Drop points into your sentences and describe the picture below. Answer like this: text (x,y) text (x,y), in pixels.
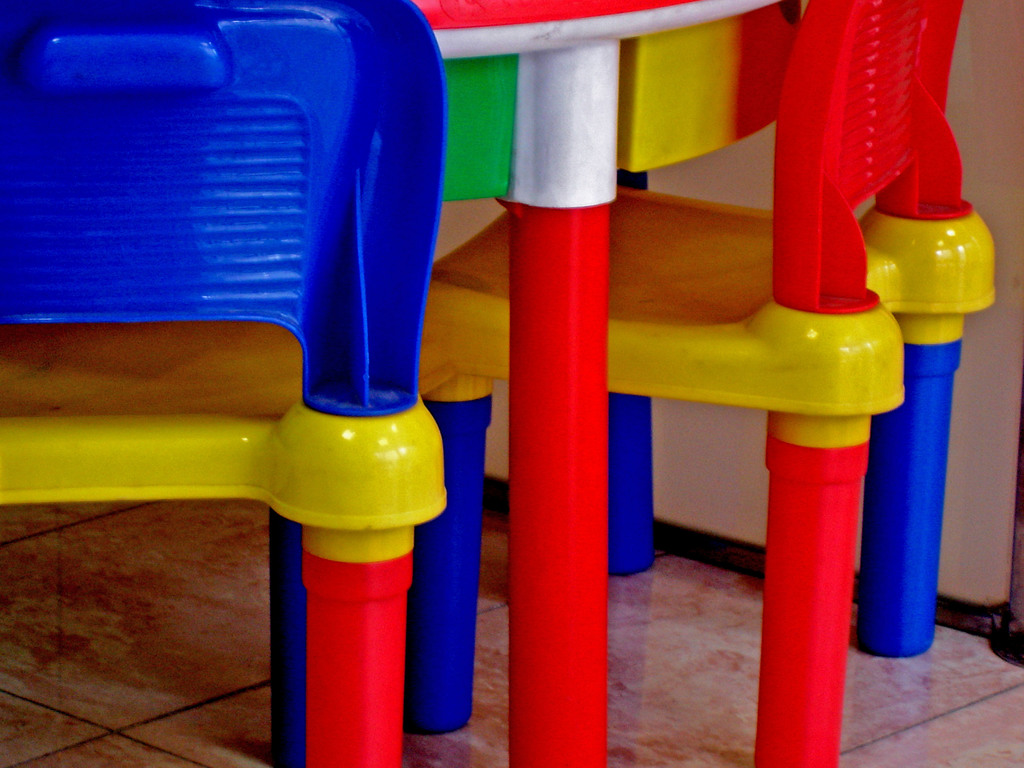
In this picture we can see the two chairs (793,642) are placed on the floor (888,706) and in the center (537,269) we can see the leg (570,395) of a table (543,201) which is red in color. In the background (977,28) we can see the wall (1012,196).
